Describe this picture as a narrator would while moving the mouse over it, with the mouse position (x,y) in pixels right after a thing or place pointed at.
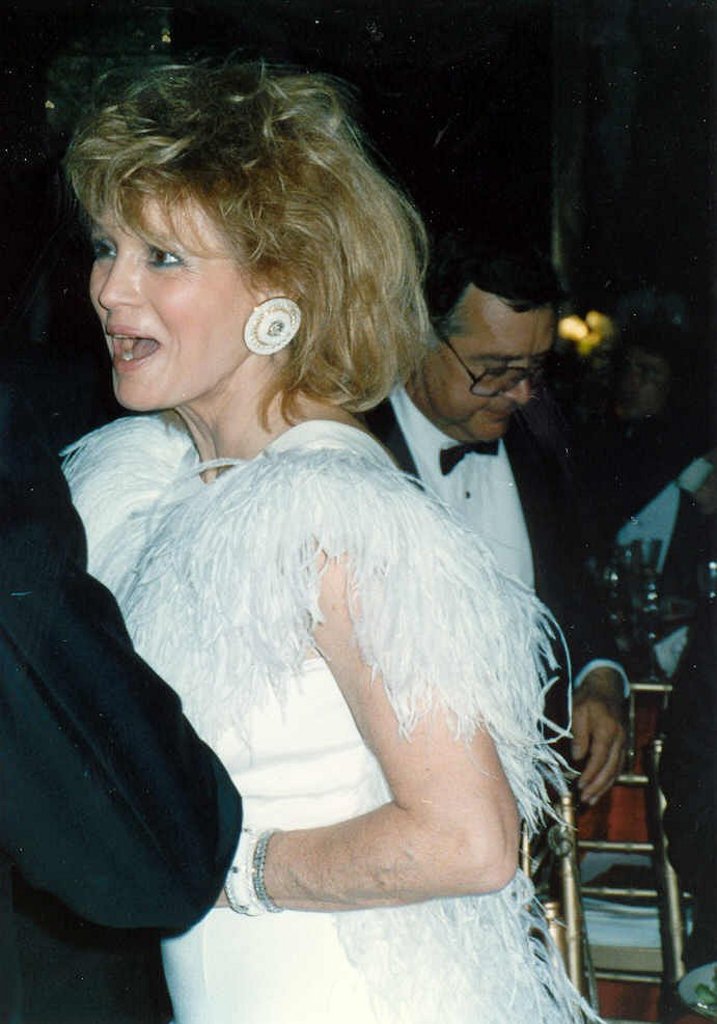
There is a lady (194,503) wearing a earring (261,333) and a white dress (349,1014). Near to her there is a person (86,645). In the back (409,445) there is a person (467,465) wearing specs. In the background (576,292) it is dark and there are few items (592,938).
